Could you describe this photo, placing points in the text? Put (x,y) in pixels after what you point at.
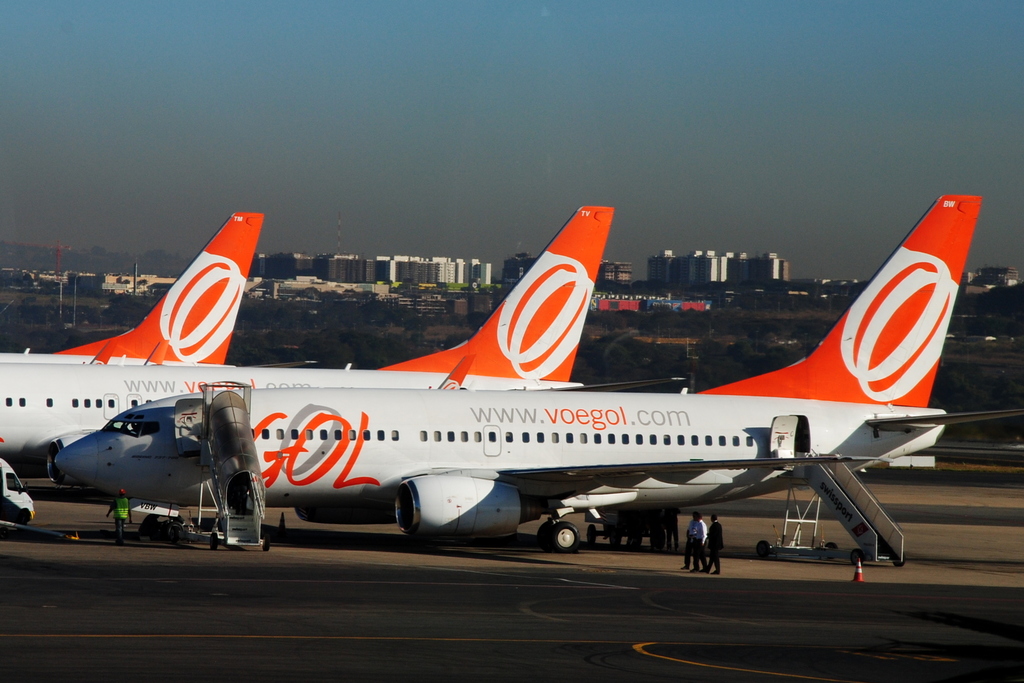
In this image we can see airplanes (830,377), we can see ladders (855,542), a few people (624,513) walking on the road (180,545), road cones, trees (666,361), buildings (425,292) and the sky (521,100) in the background (772,225).
